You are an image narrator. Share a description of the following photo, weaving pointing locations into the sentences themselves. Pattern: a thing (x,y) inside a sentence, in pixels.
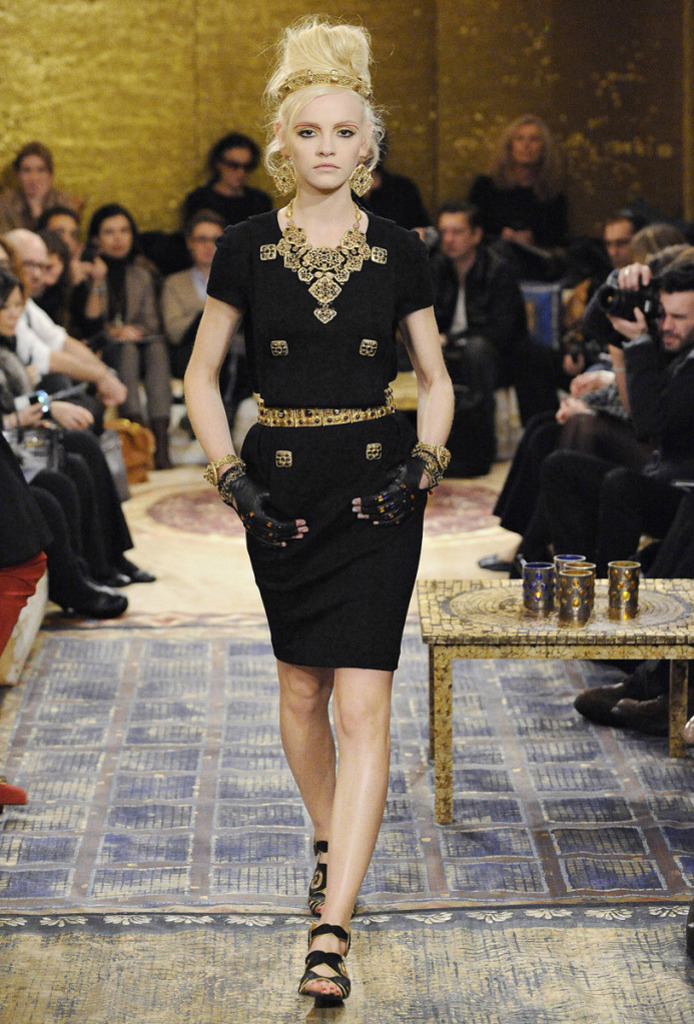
In the center of the image (393,649) we can see the woman (313,618) walking on the floor (294,794). We can also see the glasses (559,566) on the table (663,601). In the background (115,461) we can see the people (458,205) sitting. We can also see the wall (420,63).
